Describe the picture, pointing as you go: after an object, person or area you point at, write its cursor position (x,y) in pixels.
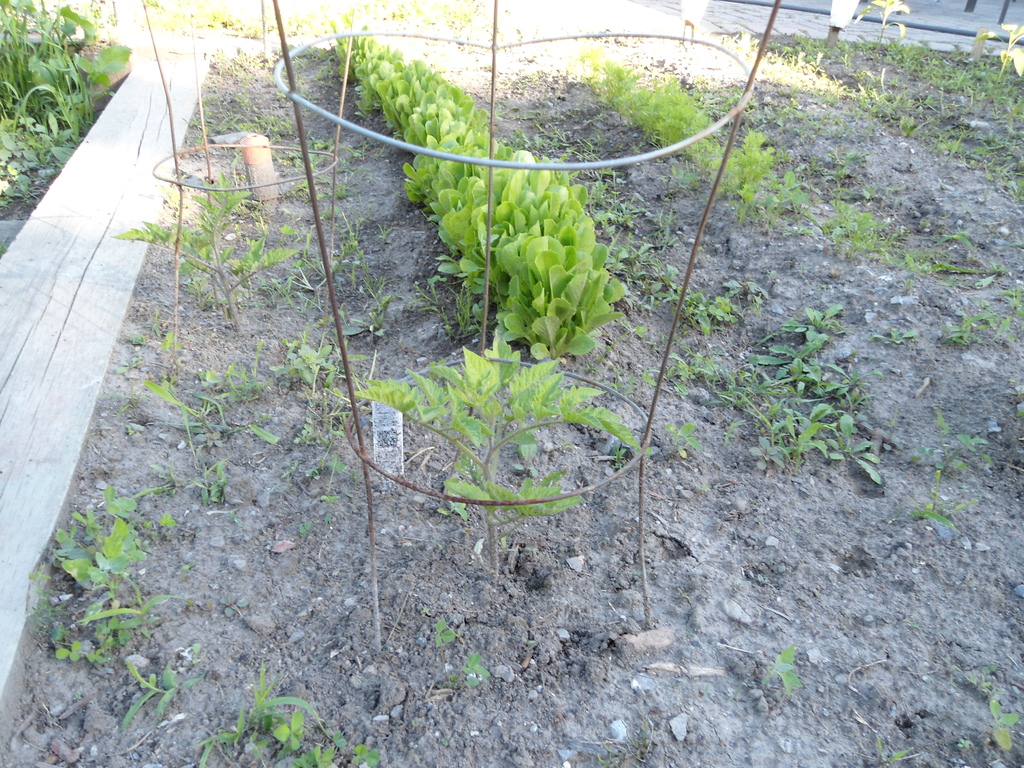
In this image I can see the plants (956,328) in green color and I can also see few rods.
